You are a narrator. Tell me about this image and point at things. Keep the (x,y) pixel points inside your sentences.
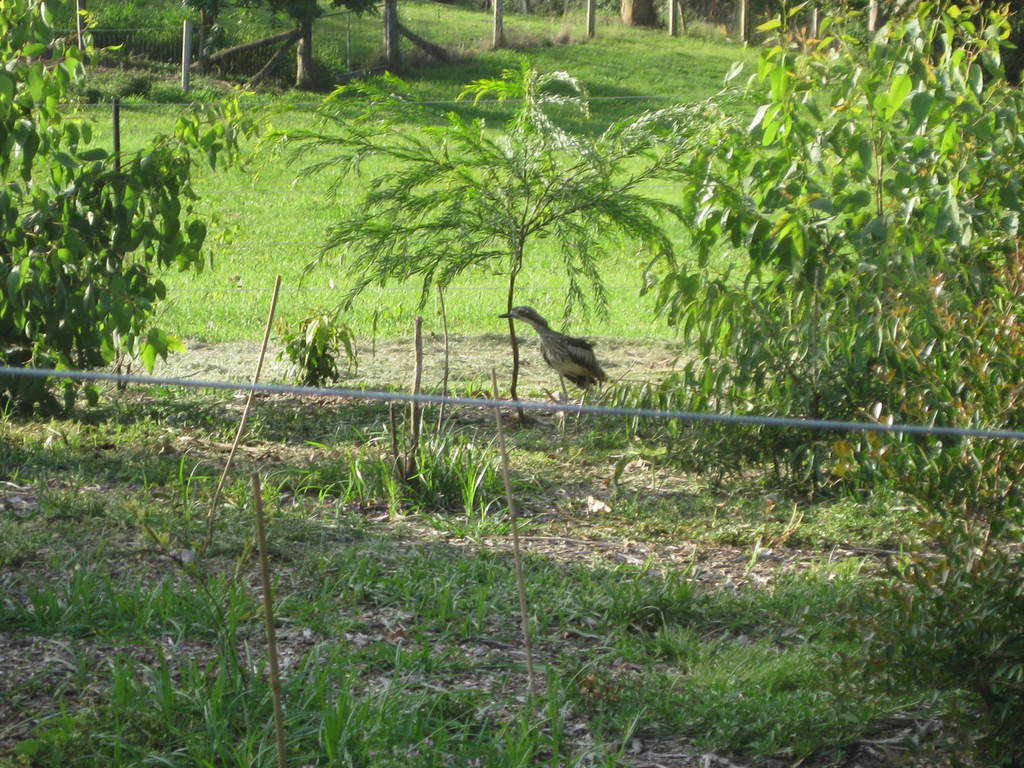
In this image we can see grass (301,255), plants (936,568) and bird (576,348).
